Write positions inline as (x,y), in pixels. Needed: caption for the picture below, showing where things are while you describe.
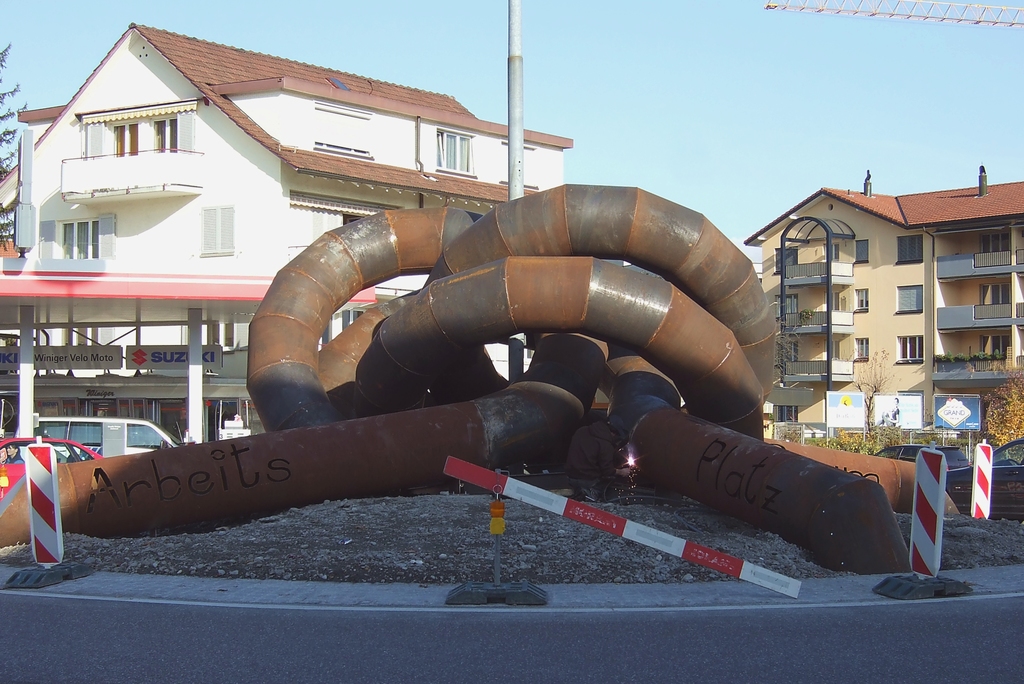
In this image, we can see pipes (444,341), banners (985,473), rod (498,562). At the bottom (553,662), there is a road (461,632). Background (1002,498) we can see few vehicles (969,498), plants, buildings (950,384), pillars (21,431), walls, windows (783,421), trees (998,433), hoardings (962,419), pole (519,109) and sky (813,107). Right side (978,17) top corner, we can see some object (1011,26).
